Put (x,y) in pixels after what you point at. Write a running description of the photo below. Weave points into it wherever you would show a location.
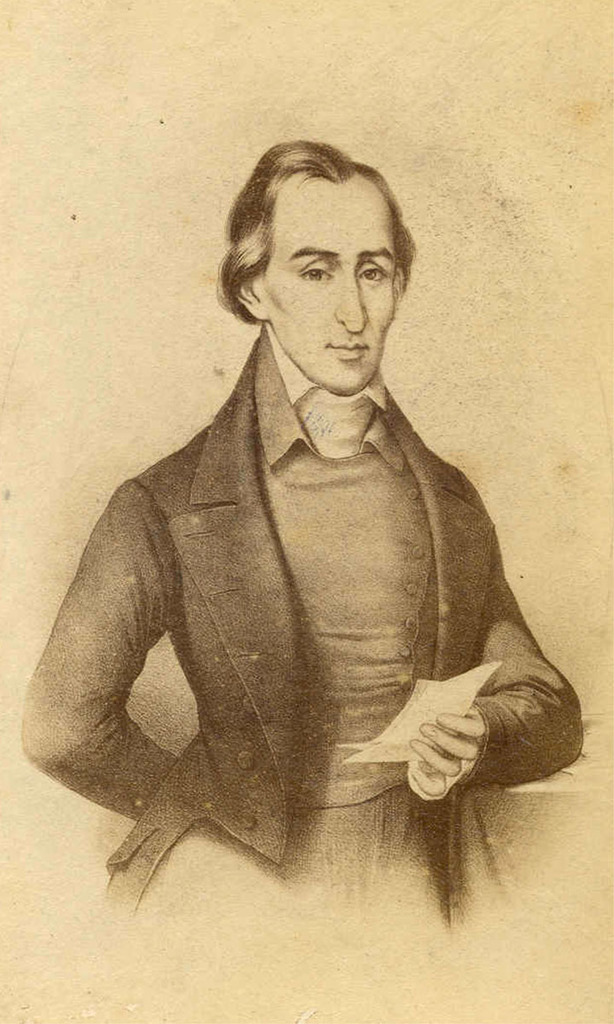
In this image I can see depiction of a man (255,560) wearing black coat (245,596). I can see he is holding few papers (403,728). I can also see little bit cream colour in background (185,349).
